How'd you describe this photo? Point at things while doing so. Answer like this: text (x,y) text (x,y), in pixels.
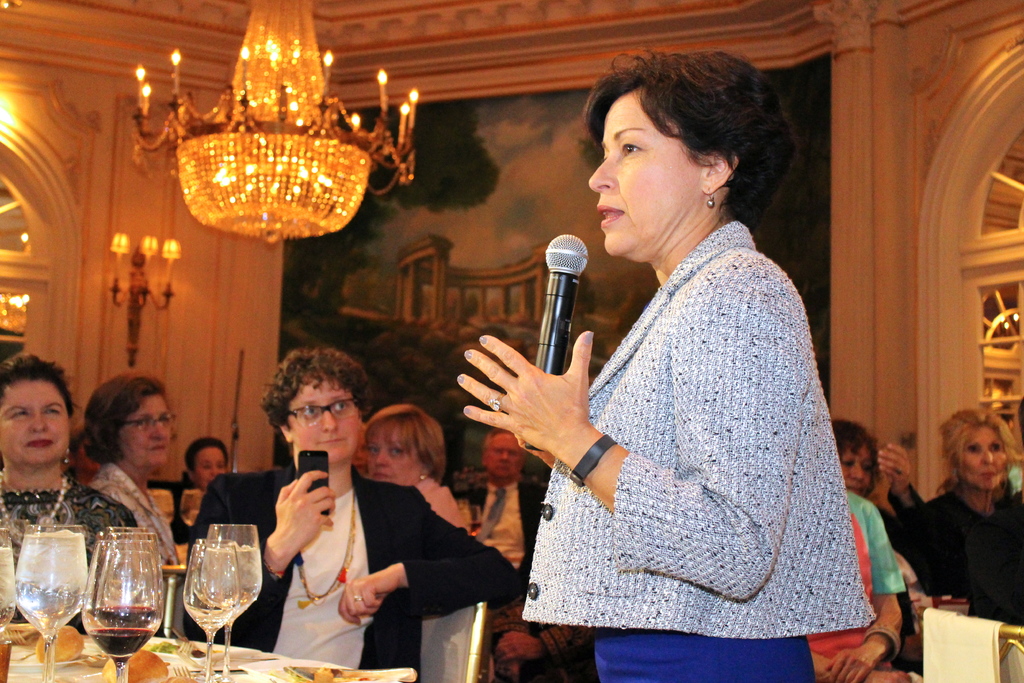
In the middle of the image (499,377) a woman (732,217) standing and speaking on the microphone (546,319). In the middle of the image (342,396) a person (366,390) is sitting and holding the mobile phone (310,483) and watching. In the middle of the image (384,439) few people (57,366) sitting and watching. Bottom left side of the image (220,616) there is a table (58,630), On the table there are some glasses (49,549). Top left side of the image (87,77) there is a wall (87,77) and there is a lights (214,126). In the middle of the image (462,297) on the wall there is a painting (460,228).
